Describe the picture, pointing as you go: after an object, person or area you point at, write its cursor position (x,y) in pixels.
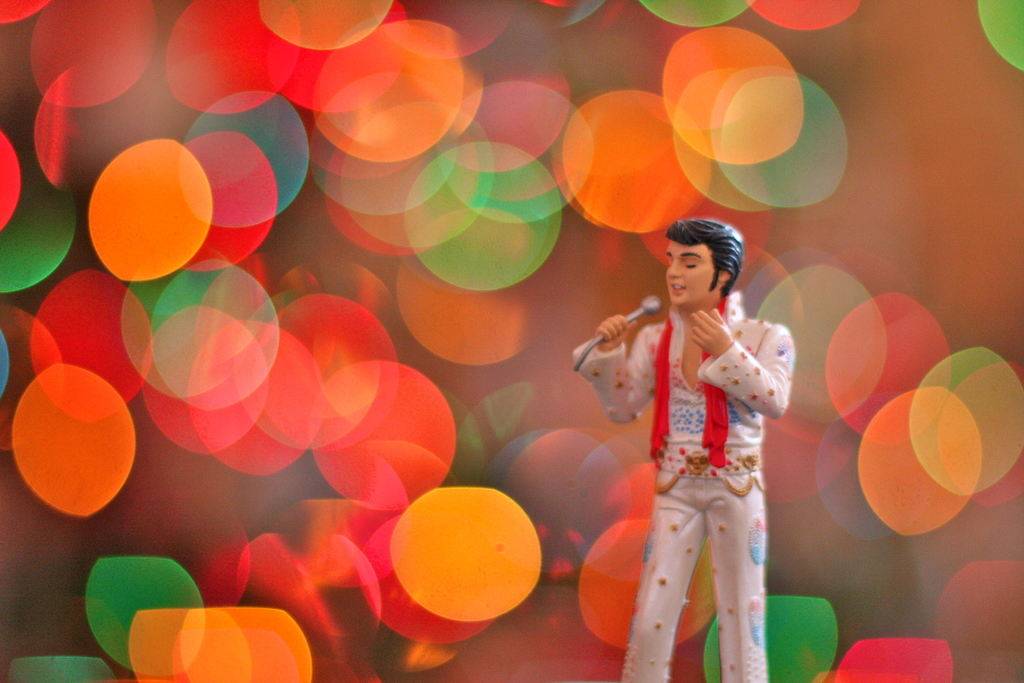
In this image there is a toy (768,383) of a person (704,359) standing and holding a mike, and there is colorful background (845,604).
